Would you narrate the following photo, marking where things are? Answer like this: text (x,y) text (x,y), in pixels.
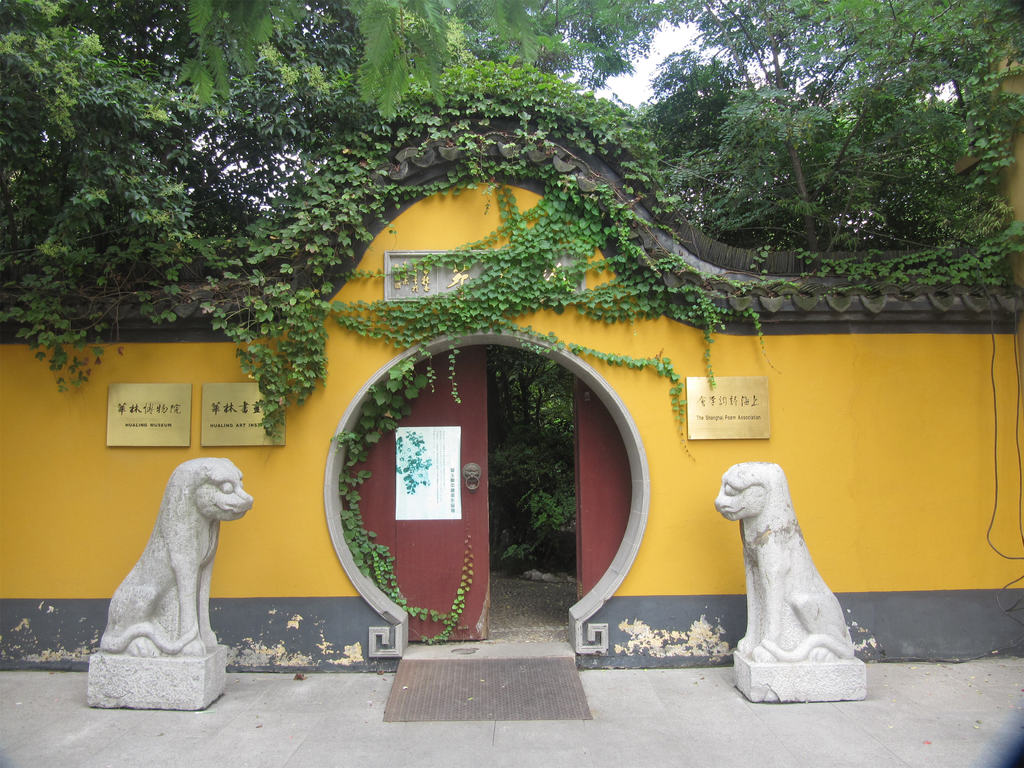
In this image we can see sculptures (178,597), entrance door (476,572), boards (242,390) with some text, creepers (522,311), trees (592,72) and sky (634,72).
